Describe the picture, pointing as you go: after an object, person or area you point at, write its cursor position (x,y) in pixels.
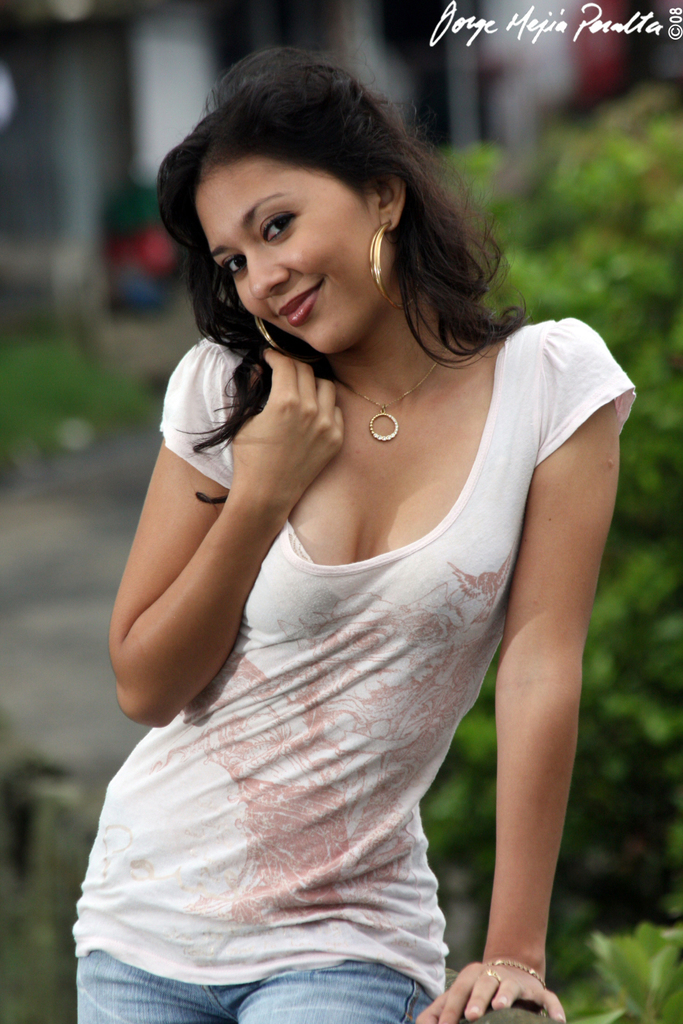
In this image we can see a woman (366,457) standing. On the backside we can see some plants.
